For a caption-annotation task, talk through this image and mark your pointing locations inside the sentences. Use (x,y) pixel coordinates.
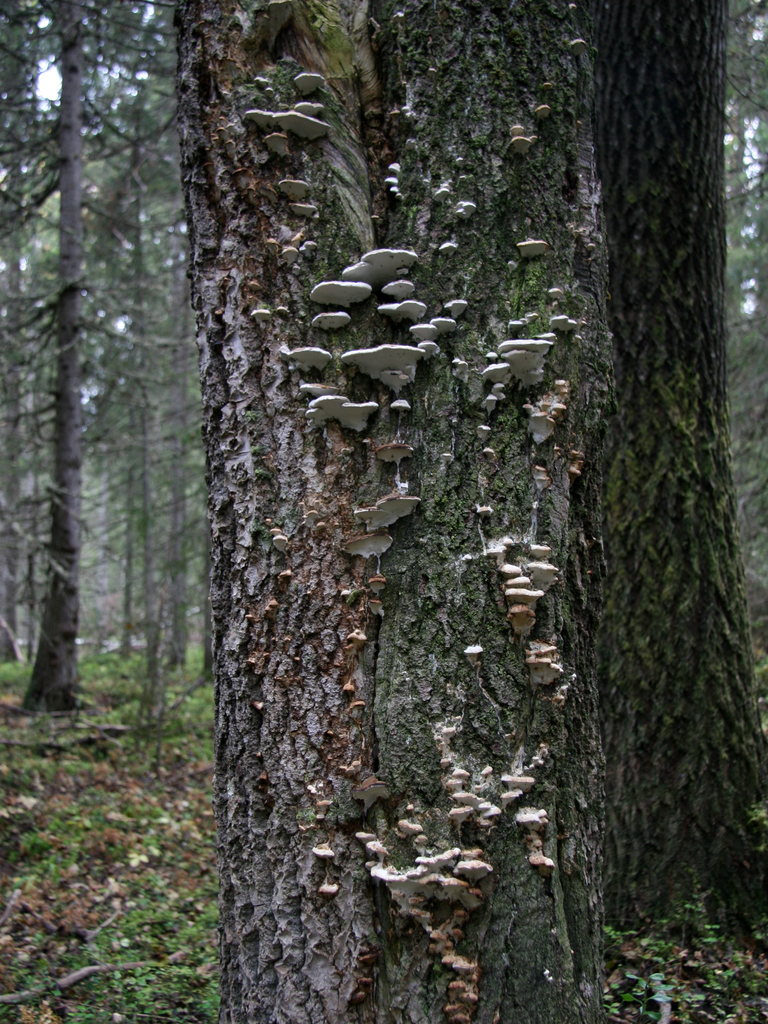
In the foreground of the image (423,551) we can see bark (432,190) of a tree (432,190). In the background (654,788), we can see a group of trees (22,133), grass (96,1021) and the sky (45,108).
